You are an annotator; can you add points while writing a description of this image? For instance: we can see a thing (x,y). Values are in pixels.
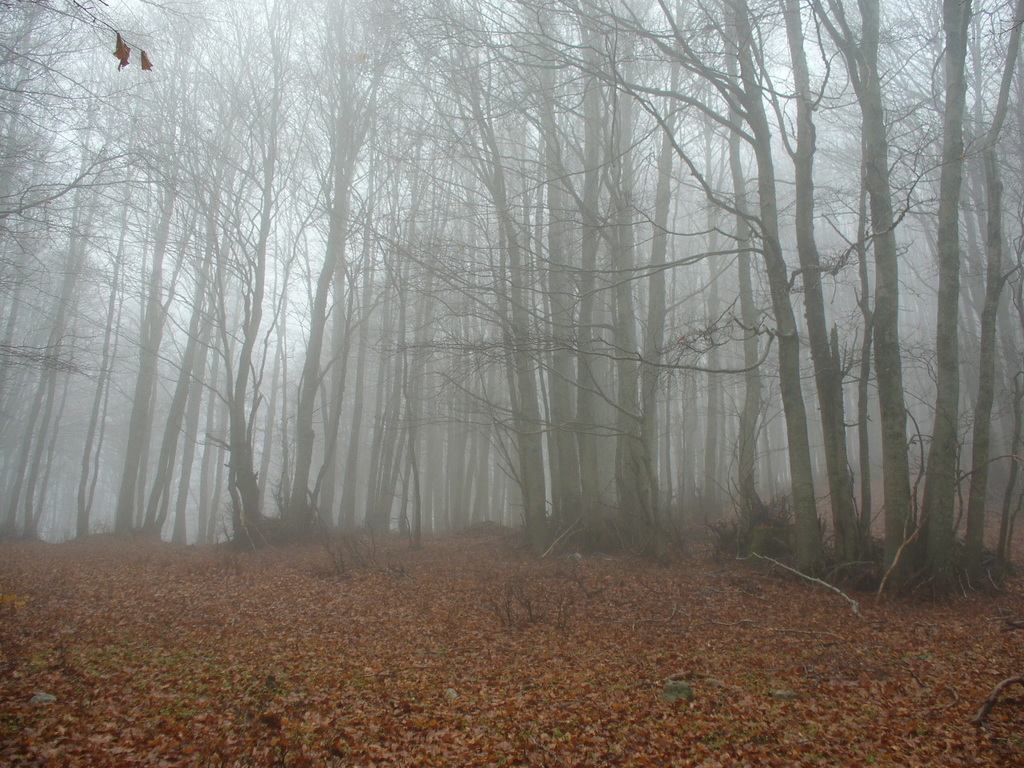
In this image there are so many tall trees (433,298) in the middle (528,337). At the bottom (406,647) there are so many dry leaves (412,656) and some wooden sticks (826,585) on the ground (831,706).
